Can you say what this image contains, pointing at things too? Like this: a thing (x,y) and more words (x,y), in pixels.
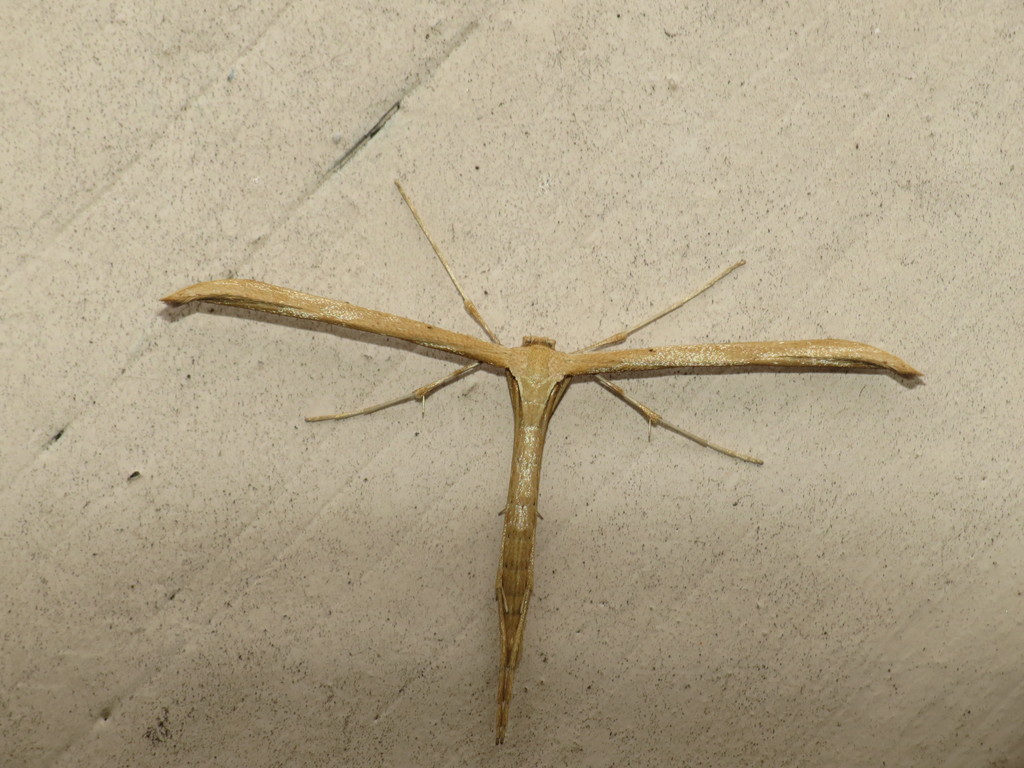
In this image there is an insect (308,314) on the wall (452,318), the background of the image (698,394) is white.
